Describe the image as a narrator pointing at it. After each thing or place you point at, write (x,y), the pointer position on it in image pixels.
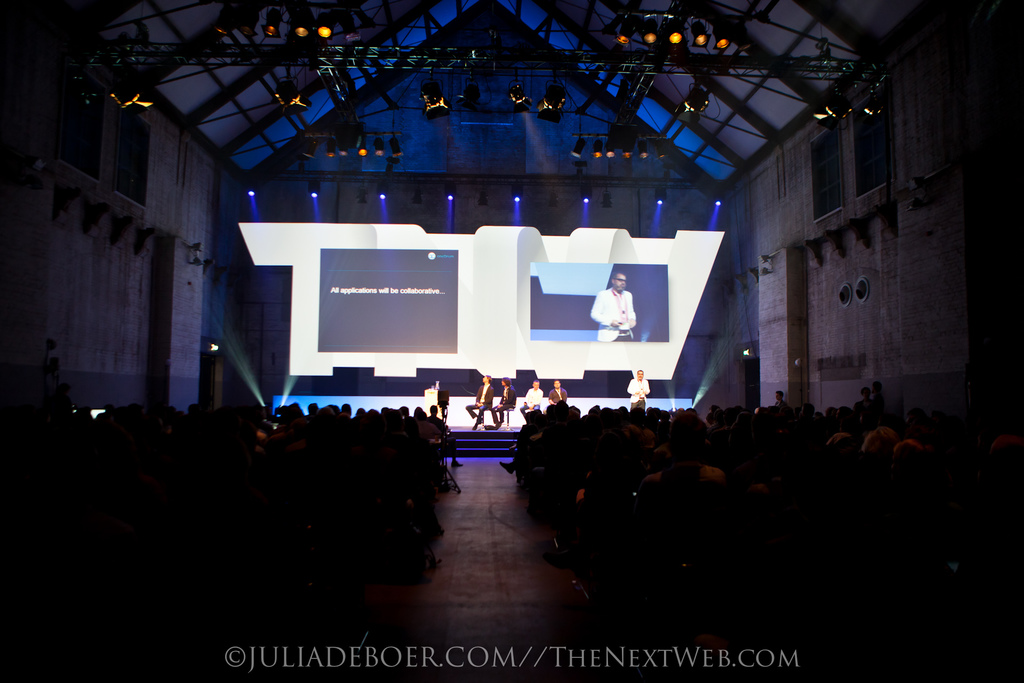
In this image we can see a few people (351,516), among them some people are on the stage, in the background (630,163) we can see a projector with some text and image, there are some focus lights (630,150), metal rods (617,177) and the wall (738,204).
